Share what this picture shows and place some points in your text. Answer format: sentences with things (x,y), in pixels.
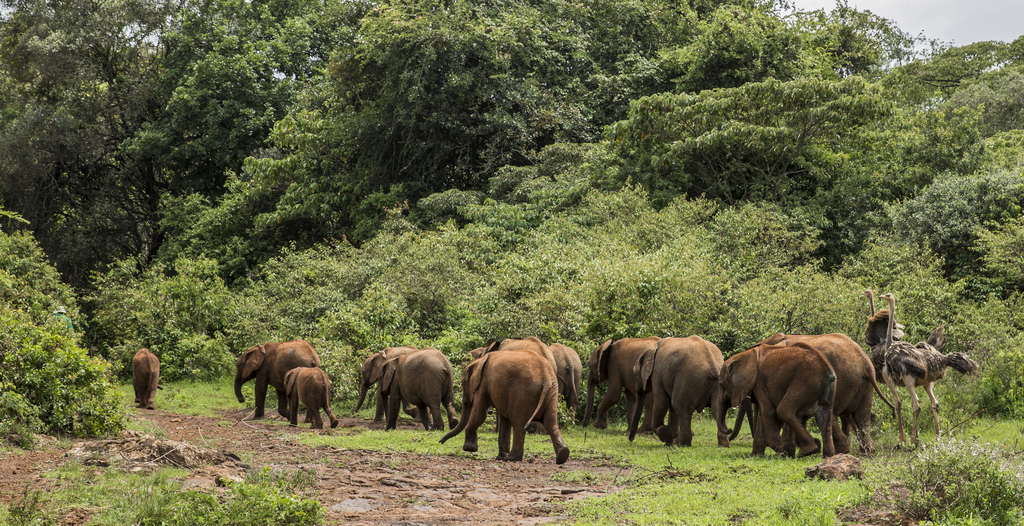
To the bottom of the image (245,450) on the ground (218,449) there is mud (442,467) and also there is grass (190,380). On the grass (190,380) there are few elephants (812,355) walking. Behind them there are ostriches (913,371) standing. And in the background (412,173) there are many trees (765,225).
